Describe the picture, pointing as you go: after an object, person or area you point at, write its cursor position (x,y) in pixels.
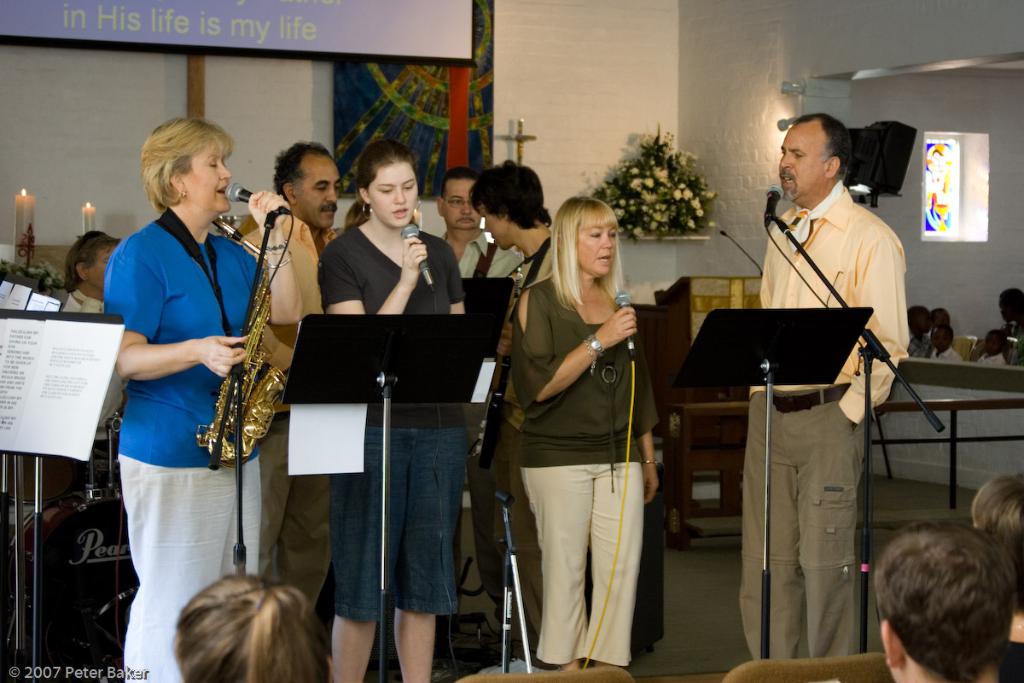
As we can see in the image there is wall (627,110), banner (243,20), candles (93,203), paper (70,333), group of people (635,334), mics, photo frame (473,88) and flowers (641,187).
